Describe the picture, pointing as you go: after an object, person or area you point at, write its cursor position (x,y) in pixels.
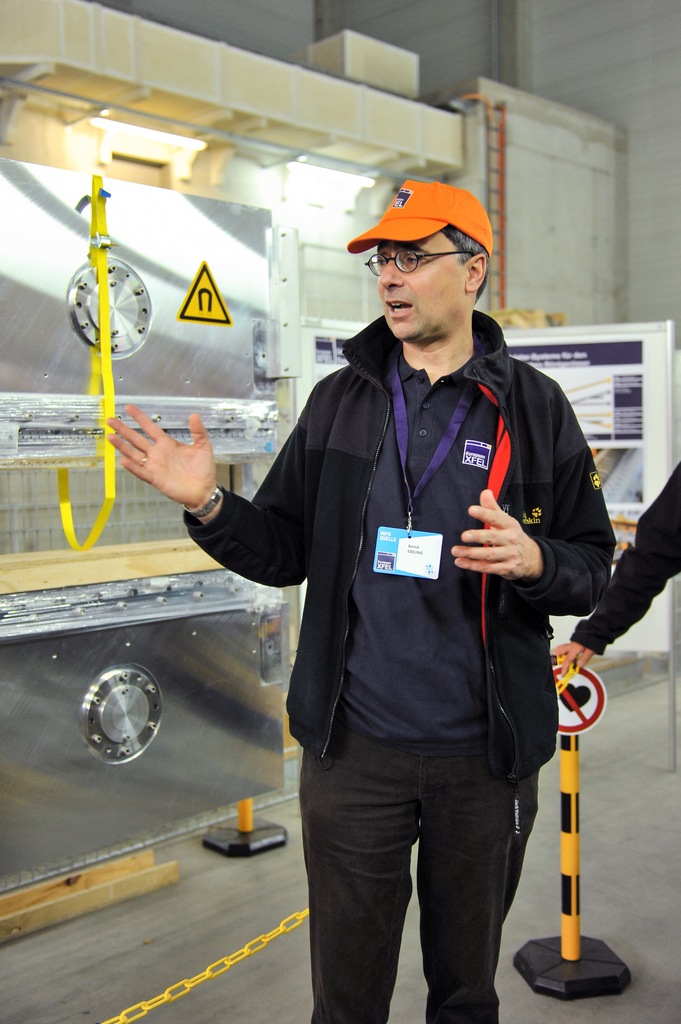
In this image, we can see a few people (207,457). We can see the ground (621,870) and some metal objects (182,389). We can see the wall (365,267) with some objects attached to it. We can also see a white colored object (561,641) and a board (621,379) with some text (620,396). We can also see a pole (570,960) with a signboard (593,674) and a chain (243,957).
